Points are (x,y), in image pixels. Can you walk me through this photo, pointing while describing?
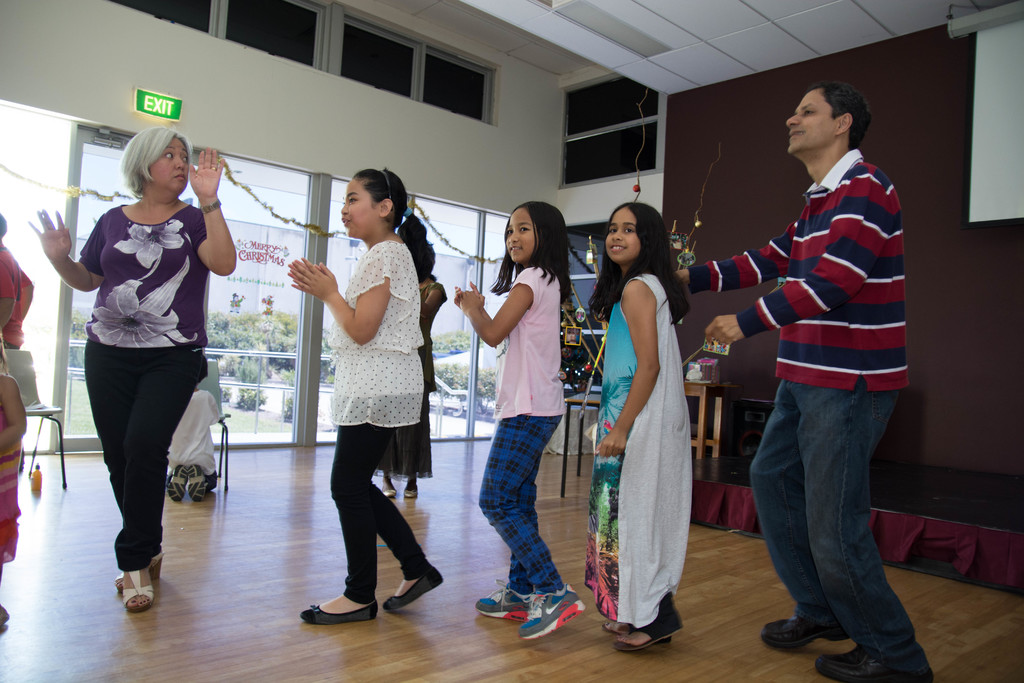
In this image we can see few people (866,493) dancing, near there is a table (697,446) and some objects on it, there are a few chairs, glass windows (276,305) and doors (278,380), there are trees (292,323), plants (255,378).
